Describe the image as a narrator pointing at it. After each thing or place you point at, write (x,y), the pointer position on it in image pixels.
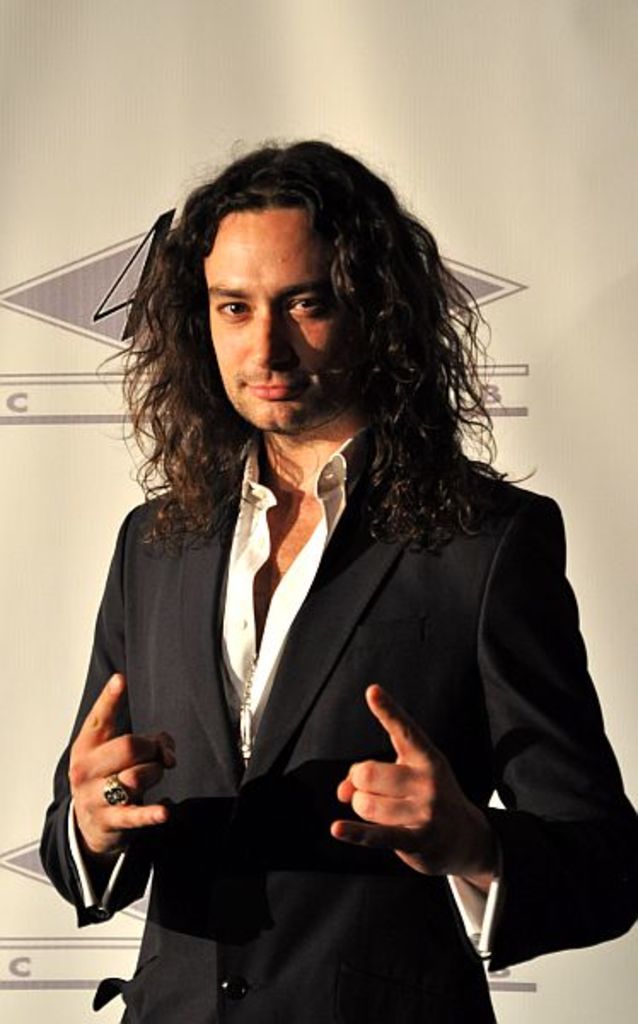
In this picture we can see a man (259,947) wore a blazer (184,593) and standing and smiling.
